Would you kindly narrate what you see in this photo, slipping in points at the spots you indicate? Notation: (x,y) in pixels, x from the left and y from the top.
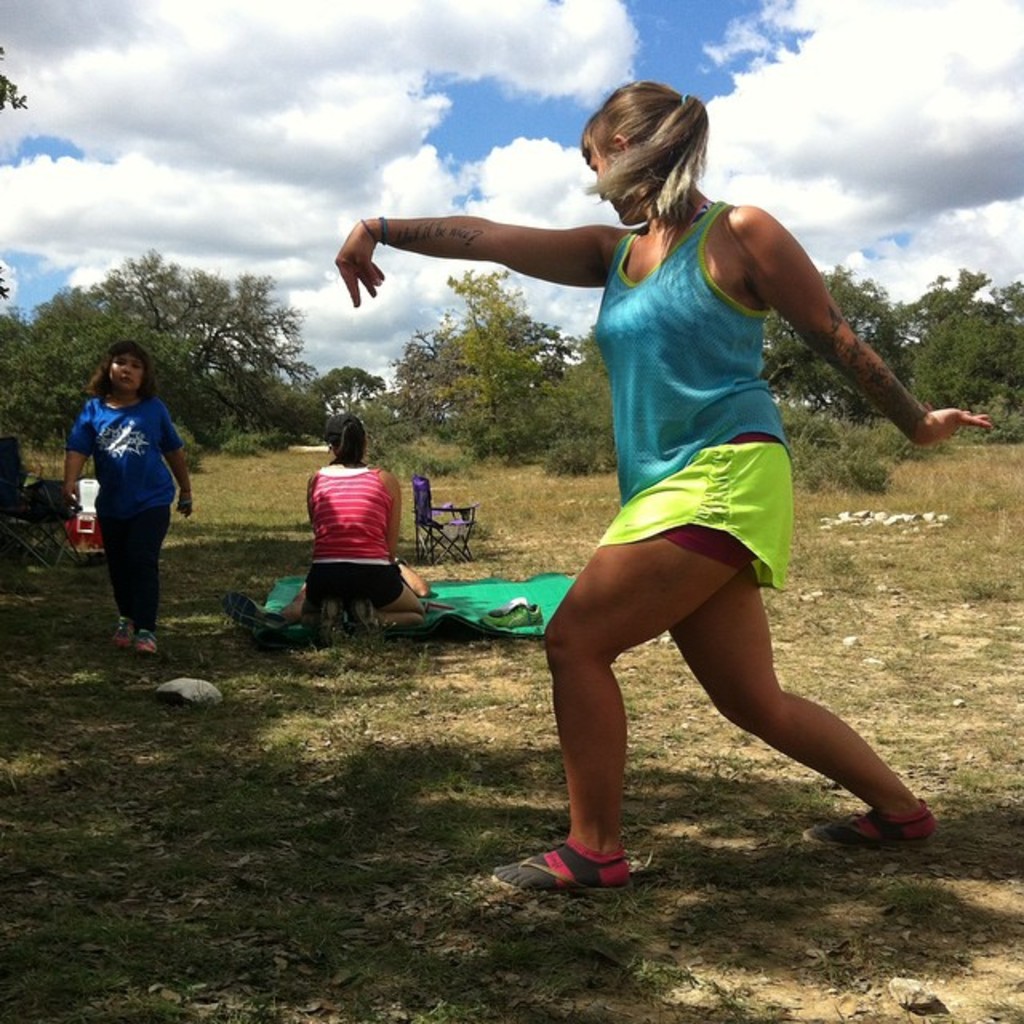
In this image I can see a woman (686,357) wearing blue and green colored dress (672,484) is standing on the ground (701,773). I can see some grass (288,824) and few other persons (158,583) in the background (204,525). I can see few trees (484,345), the sky (277,133) and few chairs (8,532) in the background (432,339).
